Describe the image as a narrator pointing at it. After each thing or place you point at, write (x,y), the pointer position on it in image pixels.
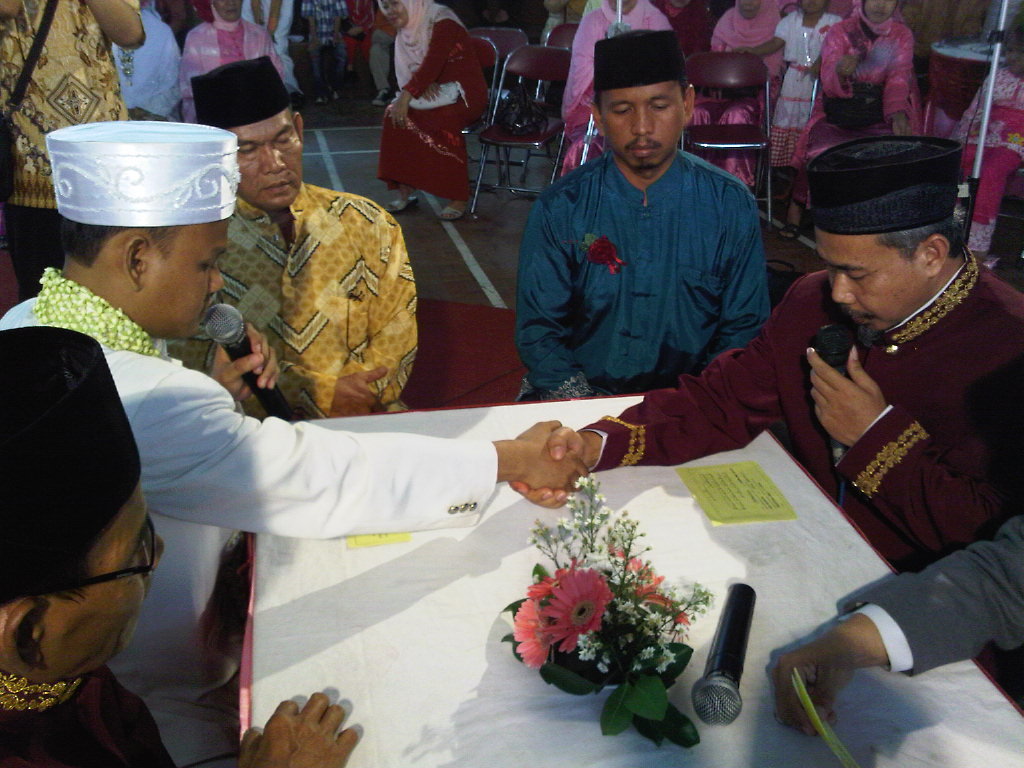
At the bottom of the image (468,536) there is a table (500,515), on the table (500,515) there is a bouquet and microphone (722,627) and papers (741,503). Surrounding the table (808,507) few people (343,325) are sitting and holding microphones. Behind them few people (1001,139) are sitting on chairs (689,147).
